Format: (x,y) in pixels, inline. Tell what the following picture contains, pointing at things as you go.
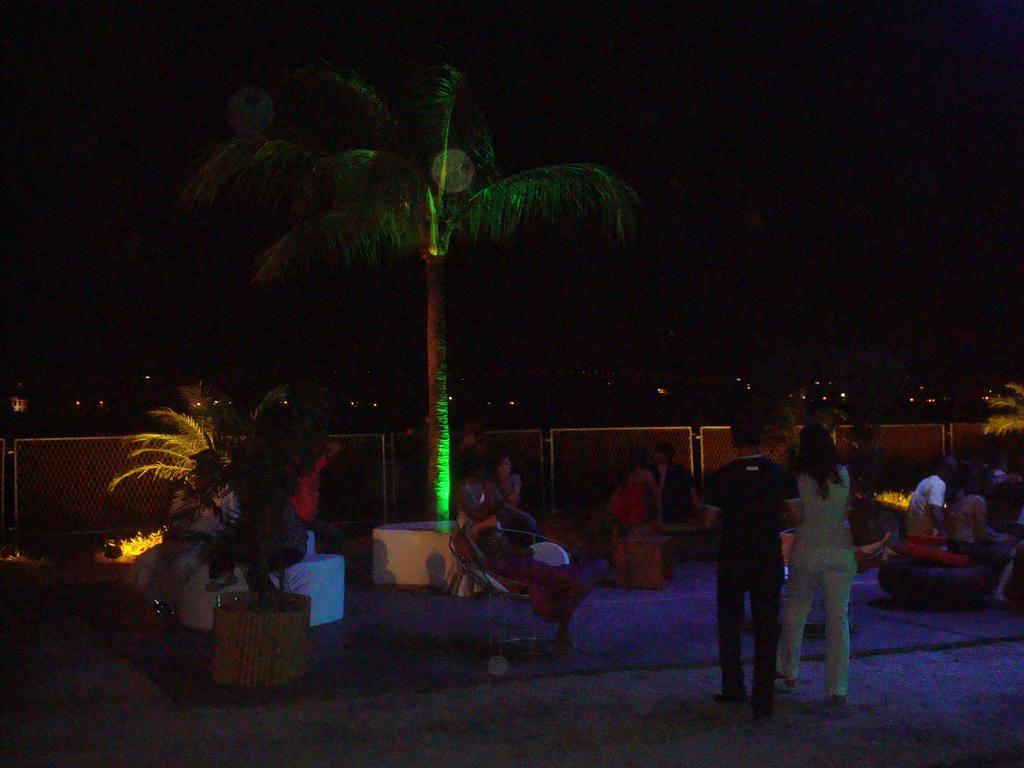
In this image I can see group of people (506,495), some are sitting and some are standing. In the background (625,442) I can see few plants (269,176) and trees (389,244) in green color, few lights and I can also see the railing (642,444).
